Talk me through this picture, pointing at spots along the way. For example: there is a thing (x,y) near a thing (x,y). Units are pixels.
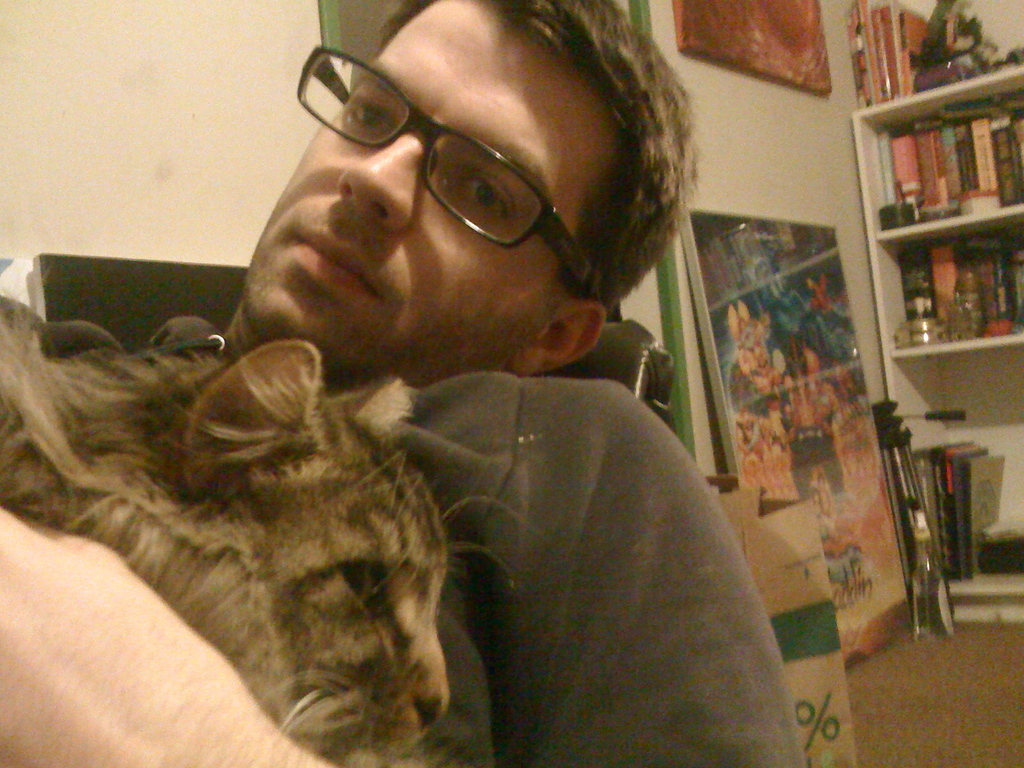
In this image, there is a person (537,357) wearing spectacles (458,201) and holding a cat (189,406). There is a painting (759,391) on the wall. There is a cupboard (936,381) on the right side of the image (970,379) contains some books (946,255).
